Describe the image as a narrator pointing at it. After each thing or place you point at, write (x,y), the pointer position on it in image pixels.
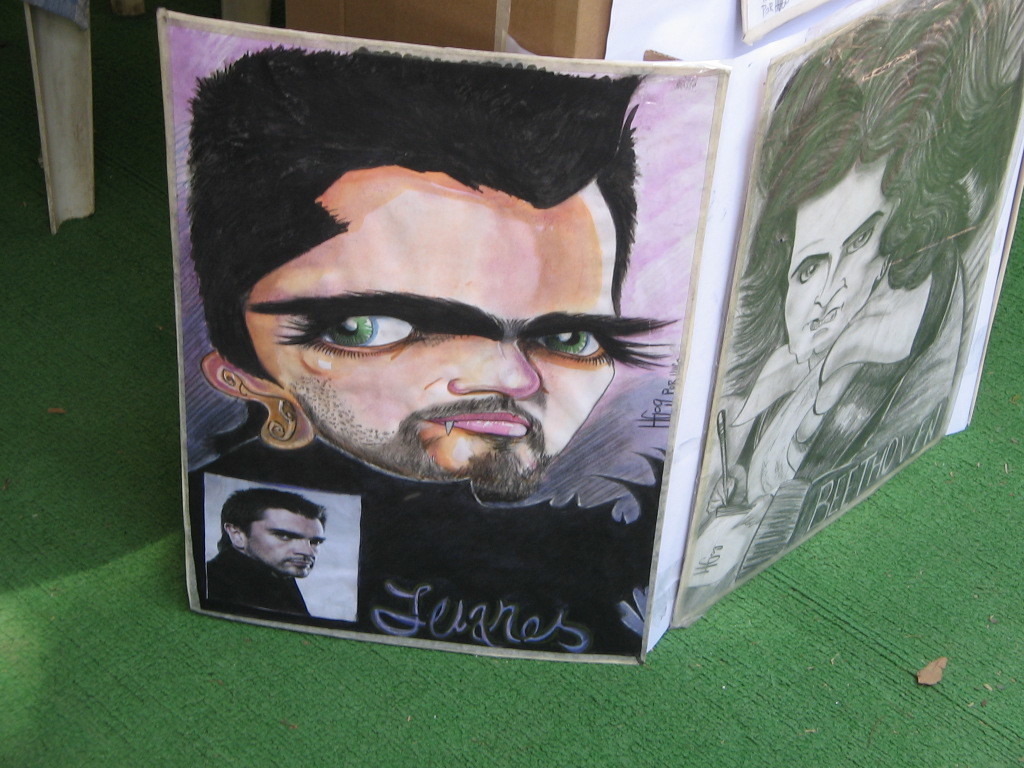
In this picture I can see a board (670,309) on which there is some painting (535,345).
